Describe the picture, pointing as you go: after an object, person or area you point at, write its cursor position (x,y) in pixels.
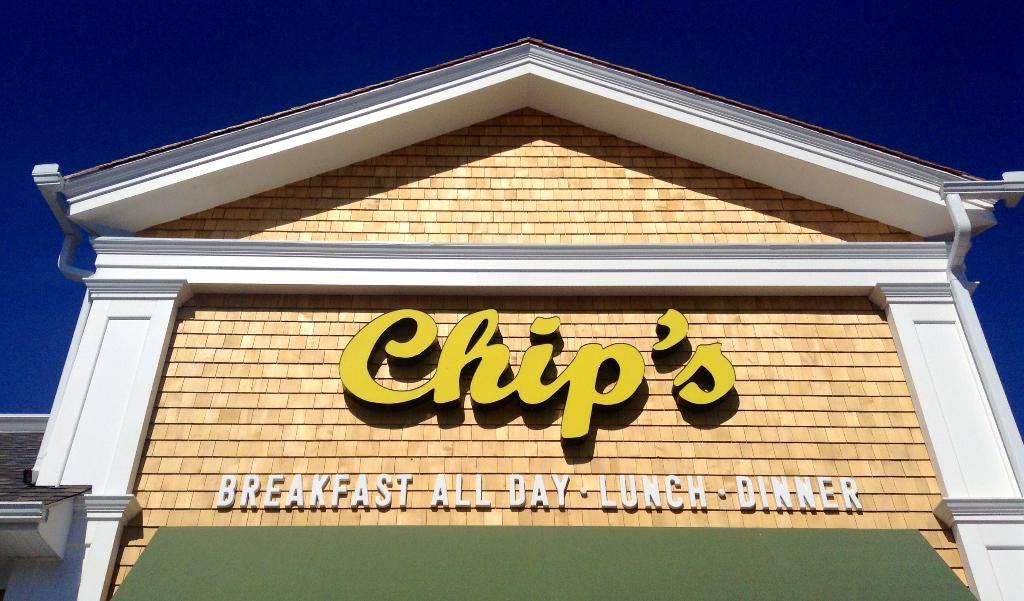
In the center of the image (502,218) we can see a building (351,239), roof (7,472), wall (450,412), naming board (489,398). At the top of the image (606,24) we can see the sky (795,28).
